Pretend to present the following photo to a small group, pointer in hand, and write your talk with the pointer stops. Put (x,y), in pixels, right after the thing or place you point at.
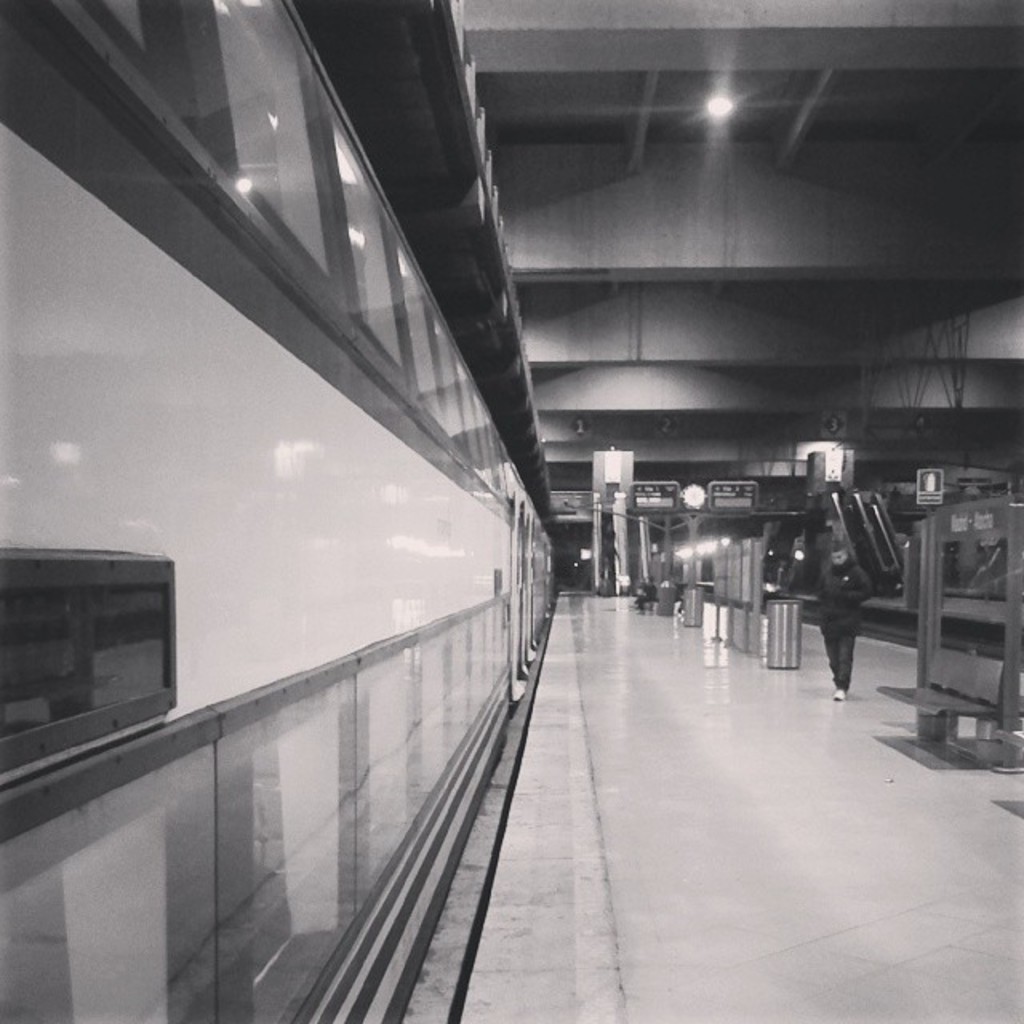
In this image we can see a railway station (847,933). We can see a train (353,603) at the left side of the image (324,716). There is a railway track (911,624) at the right side of the image (892,612). We can see the reflections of the lights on the train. There are few lights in the image. There are few boards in the image. We can see a person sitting on the bench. There are few benches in the image. We can see a person (833,624) walking in the image. There are few dustbins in the image.
